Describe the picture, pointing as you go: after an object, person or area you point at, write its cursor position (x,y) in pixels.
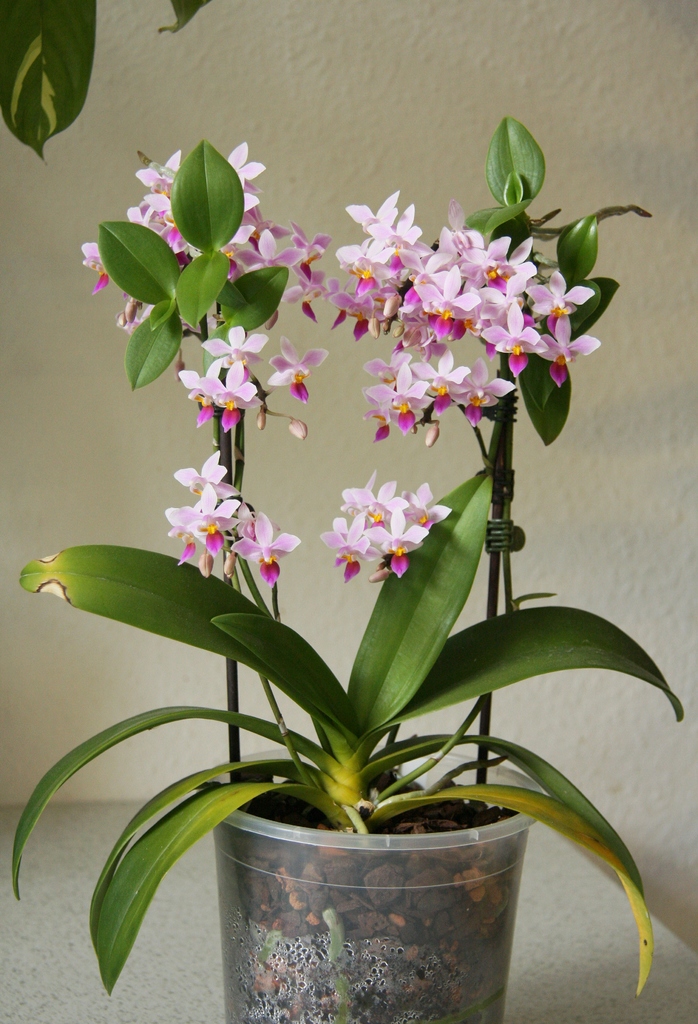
In this image, we can see a plant (430,412) with some flowers (412,255) in a container (315,924). We can also see the ground (165,1010) and the wall (281,445).
